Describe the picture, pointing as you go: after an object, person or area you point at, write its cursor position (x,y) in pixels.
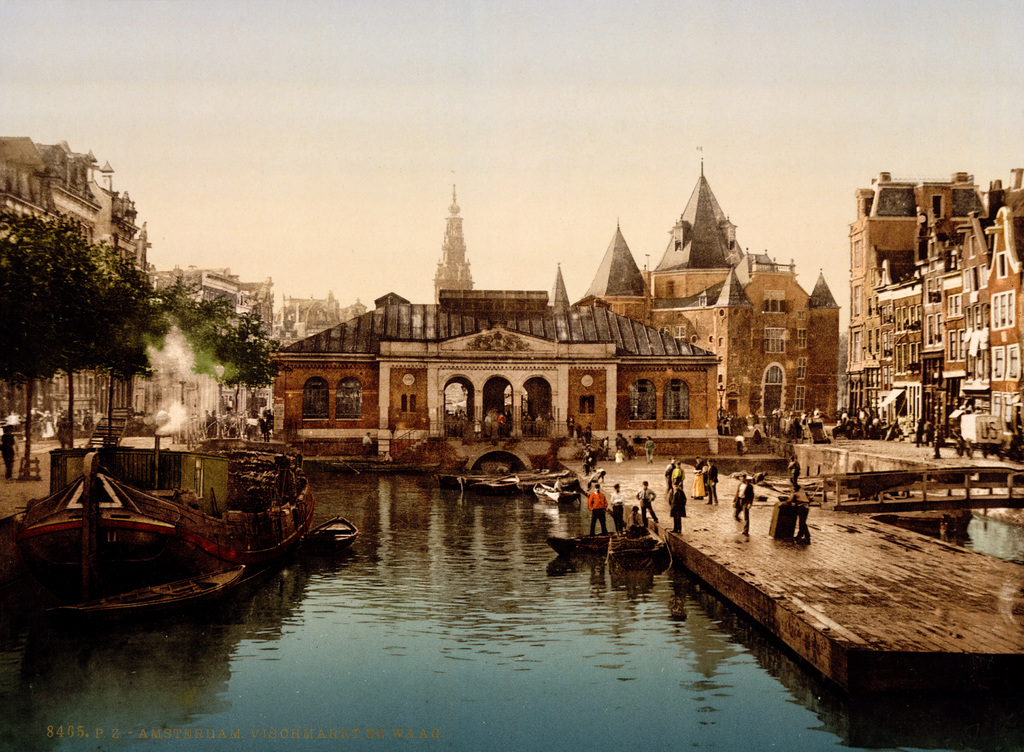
Here we can see water (546,682), boats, and few people (746,508). There are trees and buildings (657,373). In the background (236,106) there is sky (369,99).
